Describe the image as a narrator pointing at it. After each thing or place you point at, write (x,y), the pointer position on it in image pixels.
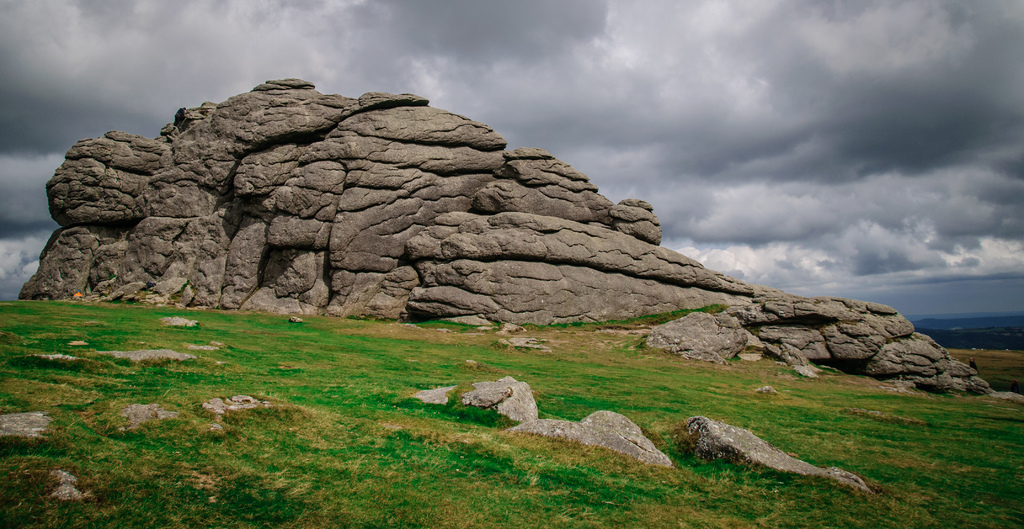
This image consists of grass (321,364), rocks (585,441), mountains (605,246) and the sky (816,110). This image is taken, may be during a day.
